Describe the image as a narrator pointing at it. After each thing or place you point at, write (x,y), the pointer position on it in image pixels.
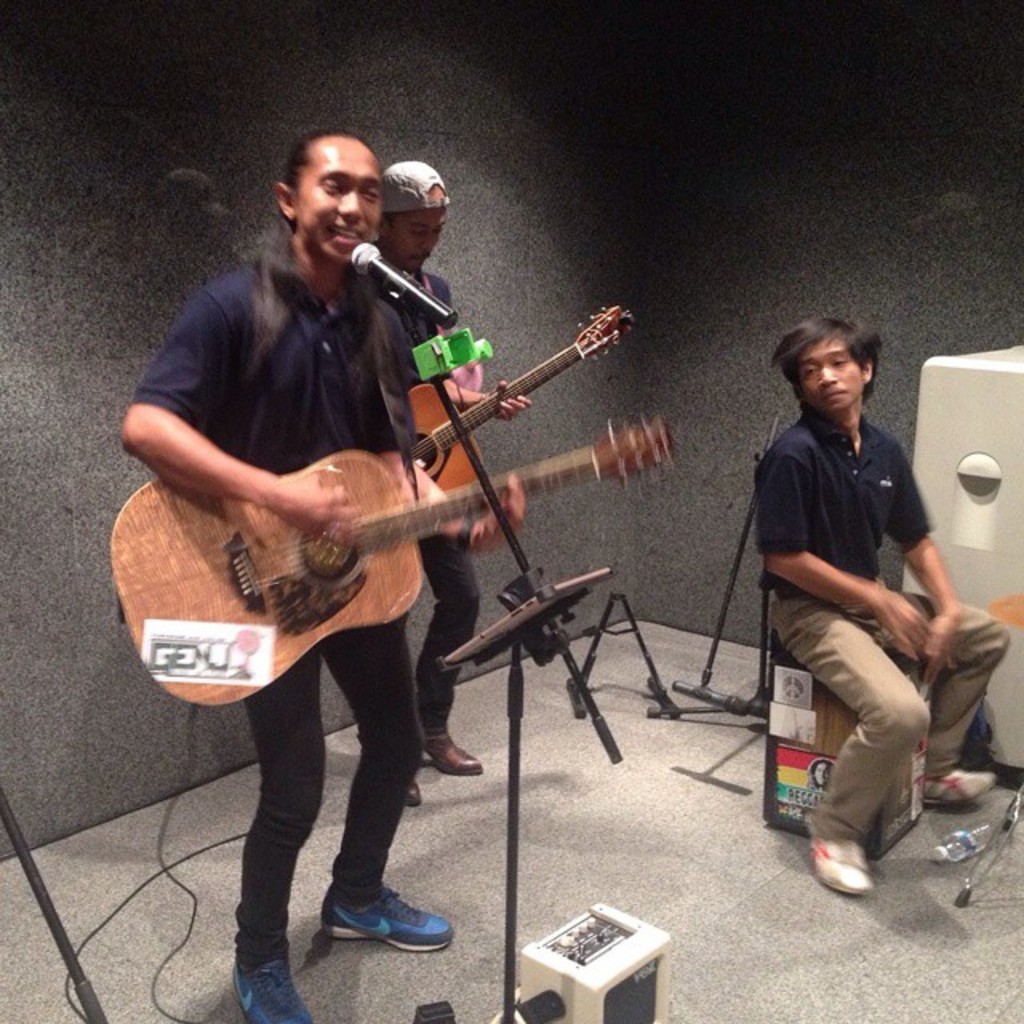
There are two man (413,785) standing and playing guitar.
